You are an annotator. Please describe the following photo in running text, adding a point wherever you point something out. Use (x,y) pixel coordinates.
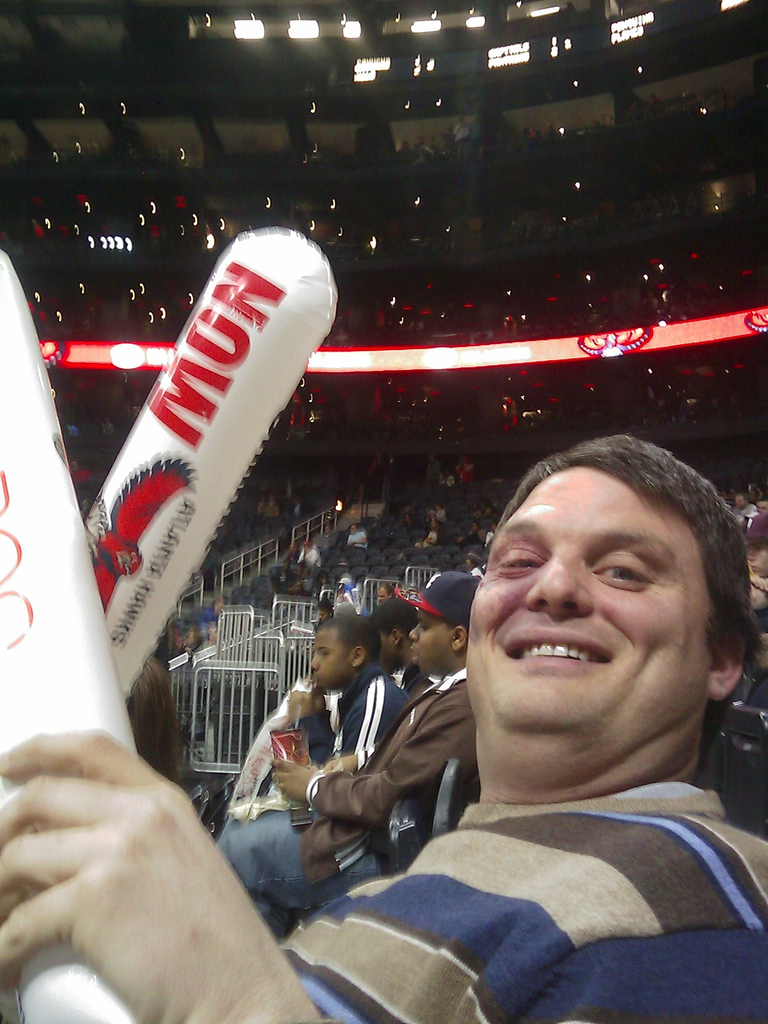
In the center of the image (496,584) there is a person (124,855) holding white color objects (10,312). There are people (235,829) behind him. In the background of the image (342,214) there are stands (276,511). There are railings (245,626). At the top of the image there are lights (61,320).
